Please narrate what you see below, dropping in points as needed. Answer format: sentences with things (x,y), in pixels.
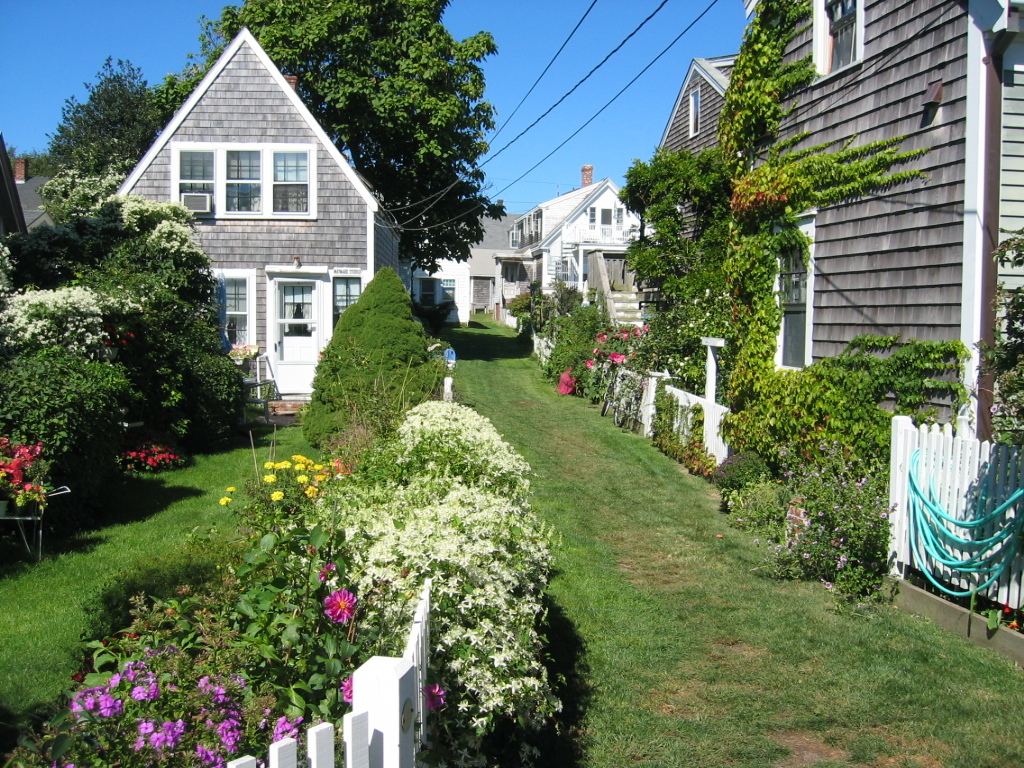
In this picture I can see plants (543,560) with flowers (543,560), there is grass (463,374), fence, there are houses (498,287), trees (417,207), cables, and in the background (511,88) there is sky (579,113).
